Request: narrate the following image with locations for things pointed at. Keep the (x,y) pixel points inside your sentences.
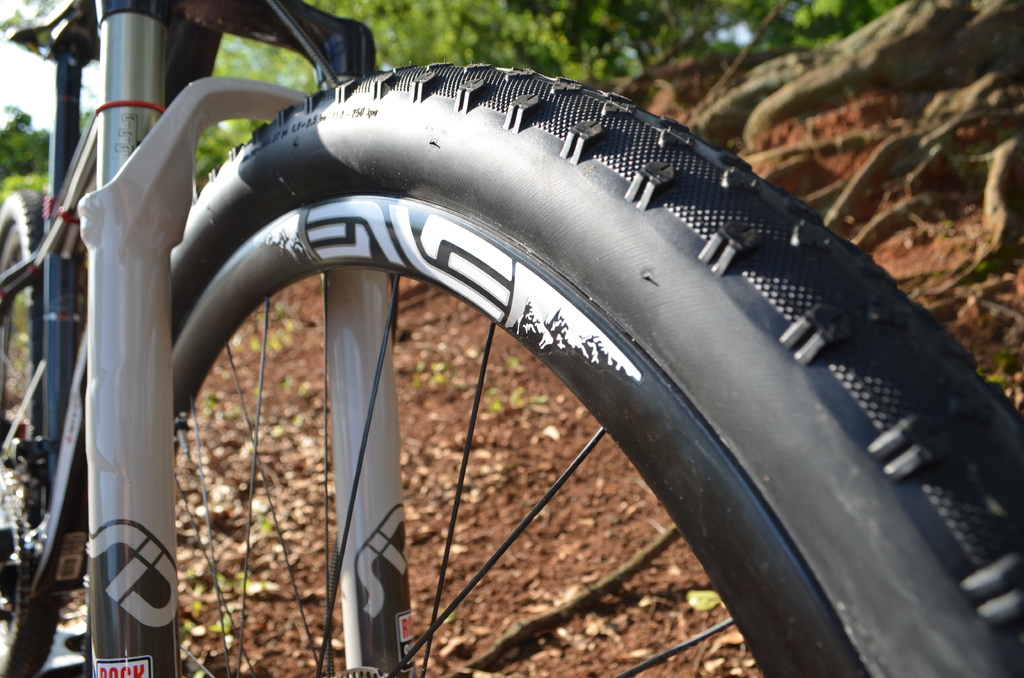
In this image we can see a bicycle (349,234). Behind the cycle (439,221) we can see the rocks (949,176) and the trees (233,128). In the top left (56,98), we can see the sky (43,89).
